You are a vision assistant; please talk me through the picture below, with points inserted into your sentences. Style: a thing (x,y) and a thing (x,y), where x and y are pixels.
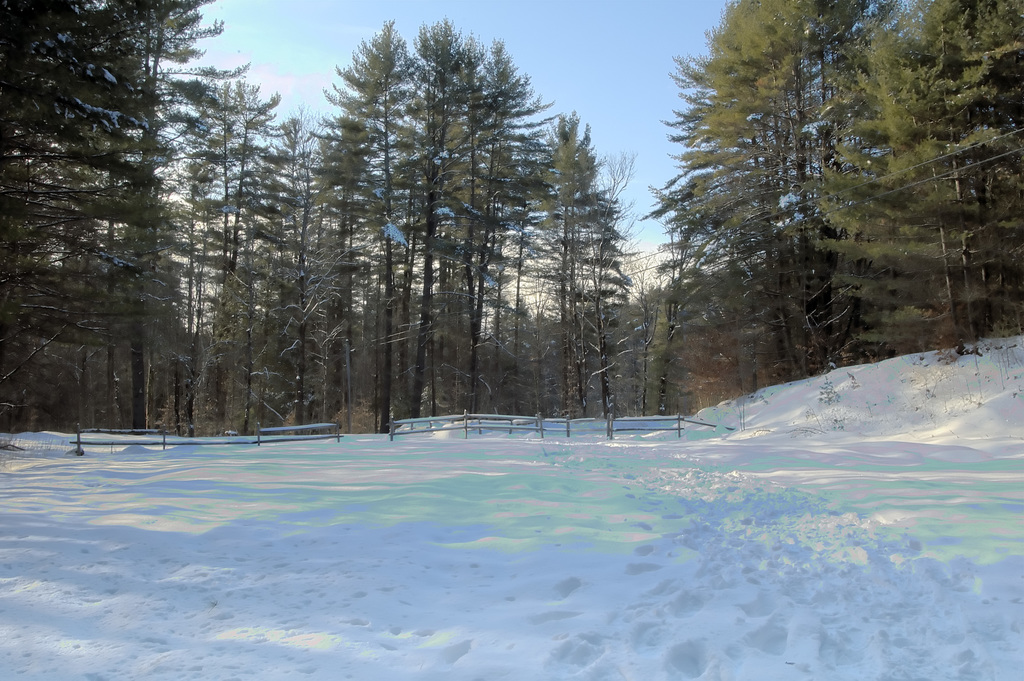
There is a snow ground (492,580) at the bottom of this image (492,580), and there are some trees (469,363) in the background (489,321). There is a sky (511,39) at the top of this image (543,36).
